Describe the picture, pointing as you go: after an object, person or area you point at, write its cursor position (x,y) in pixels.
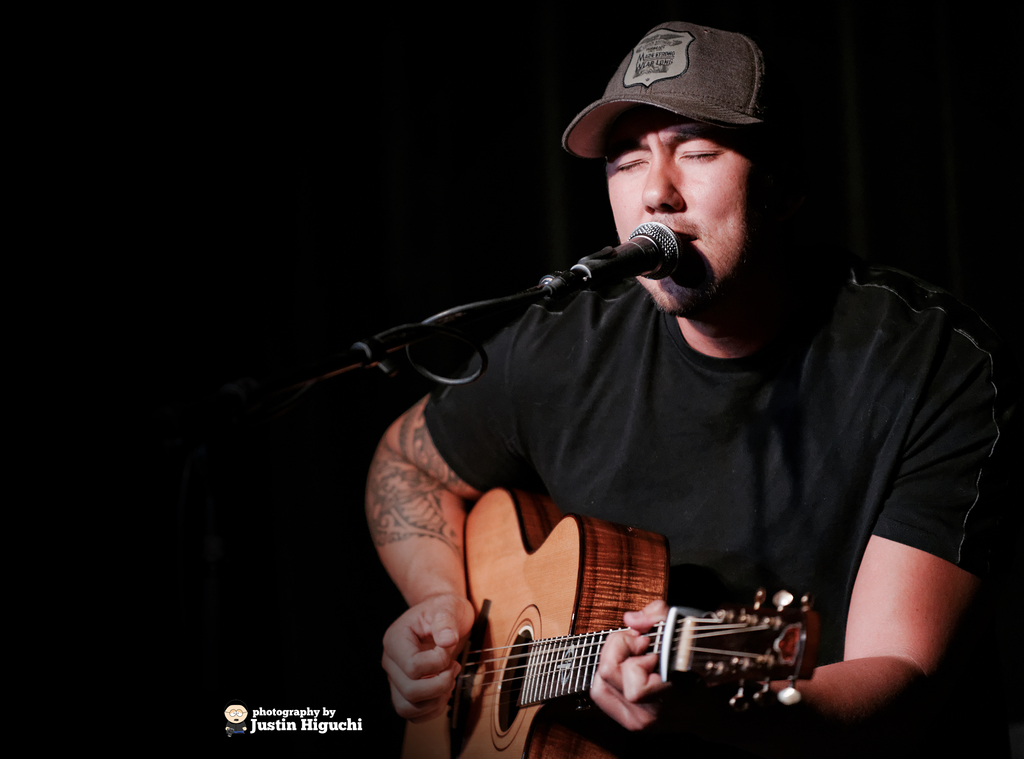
A man (728,418) with black t-shirt (805,420) is sitting. and he is playing guitar (490,662). In front of him there is a mic (663,240). He is wearing a cap (676,72) on his head (689,96).
